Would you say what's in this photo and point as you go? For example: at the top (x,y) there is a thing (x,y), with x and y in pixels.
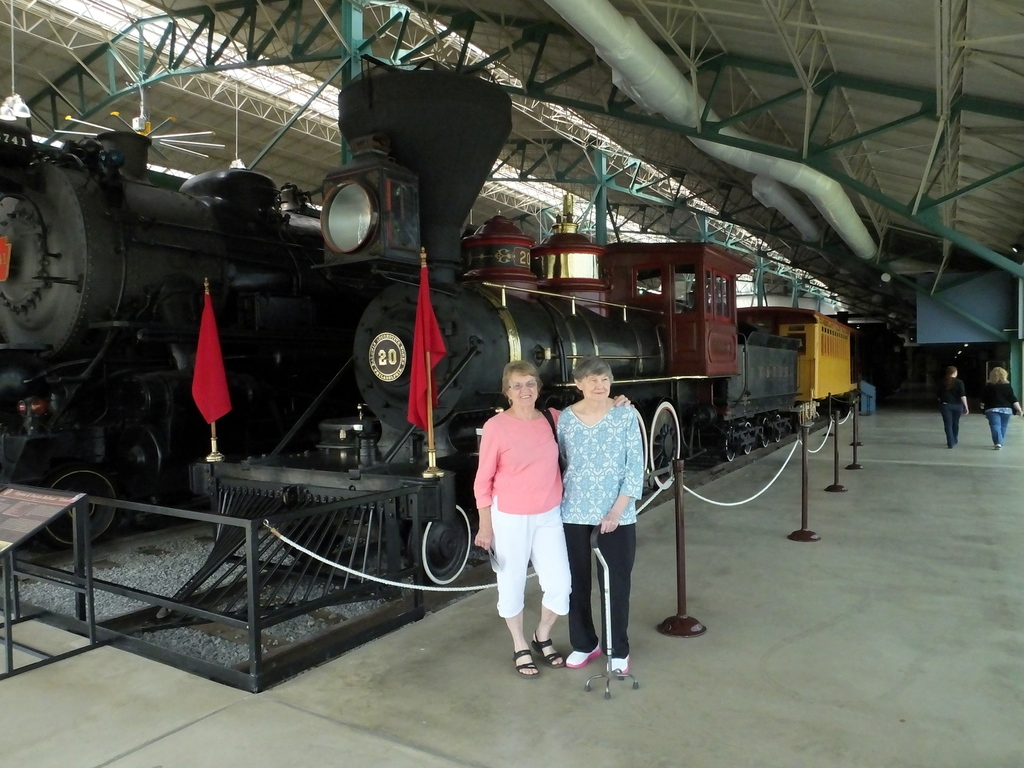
In this image there are trains (379,340), there are two persons (565,585) standing, there are person (563,531) holding objects (497,564), there are two people (997,396) walking, there is an object (29,498) truncated towards the left of the image (11,537), there is a roof (508,78), there is a rope (841,423), there are stands (679,508).
